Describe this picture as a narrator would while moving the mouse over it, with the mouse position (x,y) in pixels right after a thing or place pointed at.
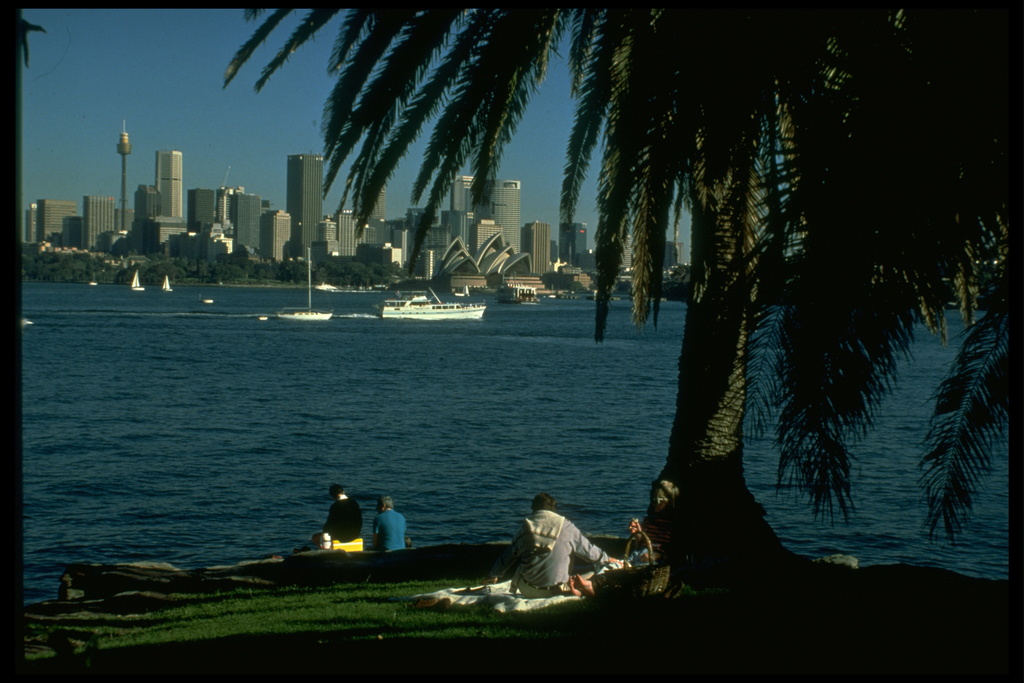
In this image I can see an open ground (393,589) in the front (344,547) and on it I can see few people (357,536) are sitting. I can also see a tree (699,292), a basket (650,573), a white colour cloth (540,597) and few other things (431,609) on the ground (363,584). In the background (630,328) I can see water (570,328), number of buildings (186,255), number of trees (335,282), the sky (228,38) and number of boats (464,289) on the water (341,347).
